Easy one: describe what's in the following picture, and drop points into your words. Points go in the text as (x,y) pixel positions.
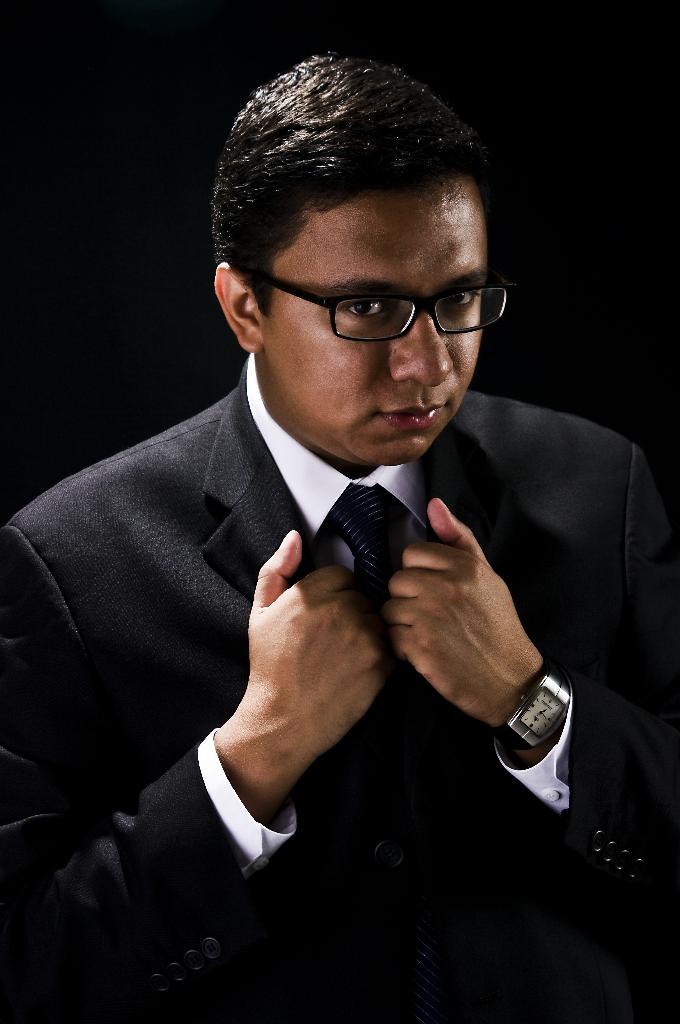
In this picture there is a man (153,733) wore spectacle (464,296). In the background of the image (319,23) it is dark.
